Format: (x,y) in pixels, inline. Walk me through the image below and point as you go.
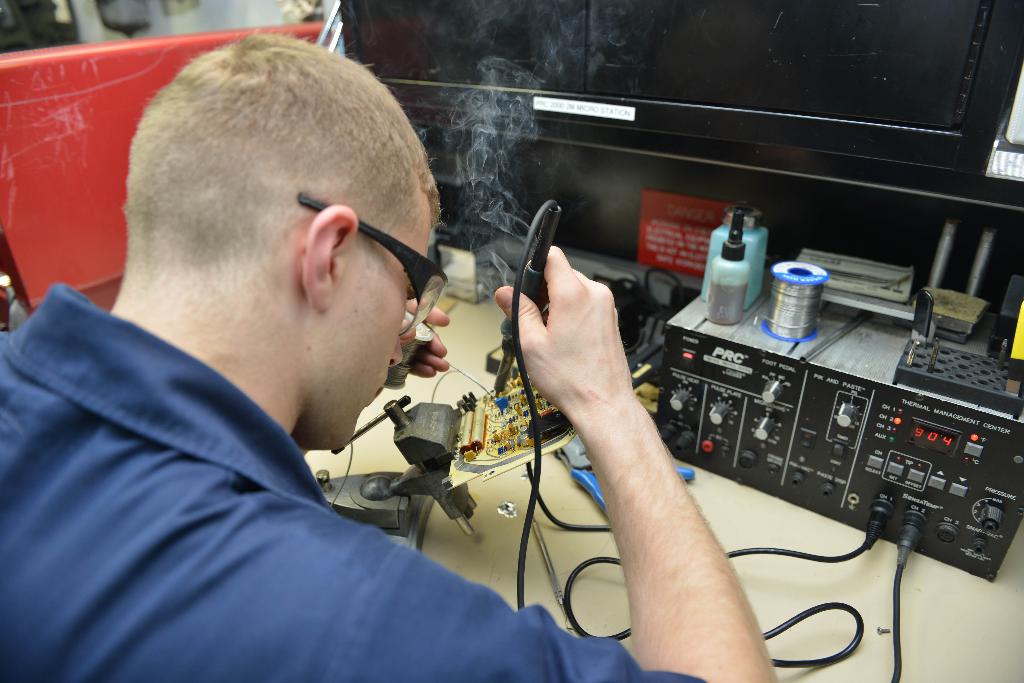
In this image, we can see a person (314,413) holding a soldering machine (521,354) and a copper wire (405,358) in his hands (549,362). In the background (74,158), we can see an object (111,123) which is in red color and we can see an electrical equipment (714,437) placed on the table (758,617).
